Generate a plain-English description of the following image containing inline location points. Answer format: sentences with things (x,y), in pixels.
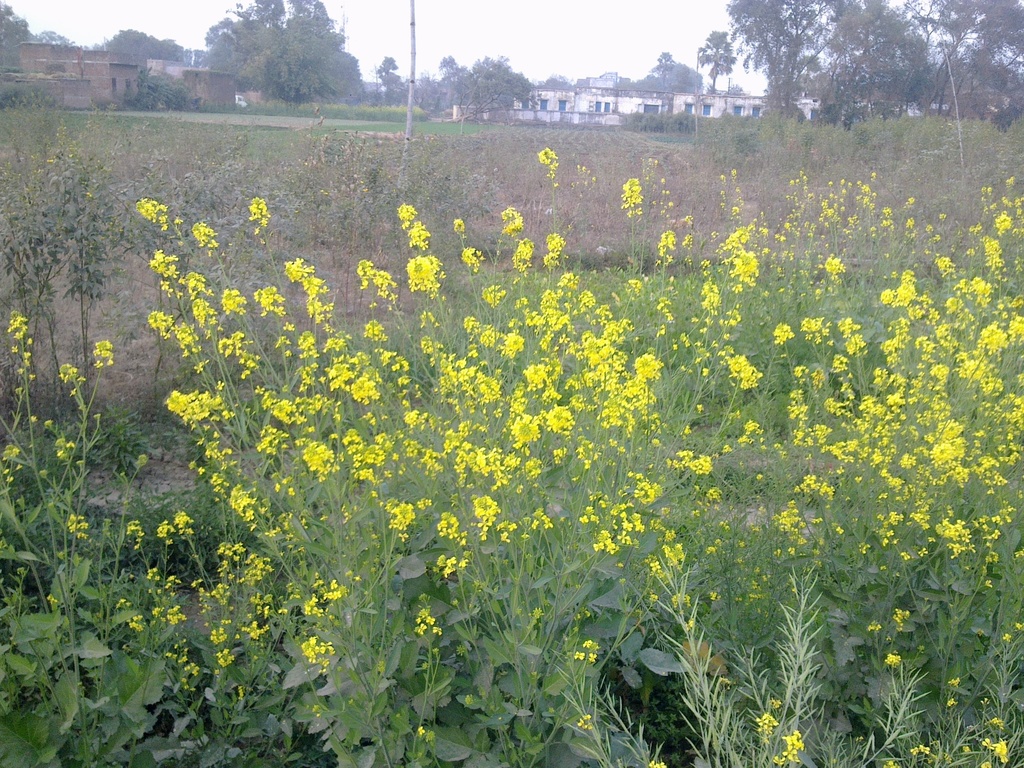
As we can see in the image there are plants (387,217), flowers (559,419), buildings (84,81) and trees (342,94). At the top (374,59) there is sky (375,8).
